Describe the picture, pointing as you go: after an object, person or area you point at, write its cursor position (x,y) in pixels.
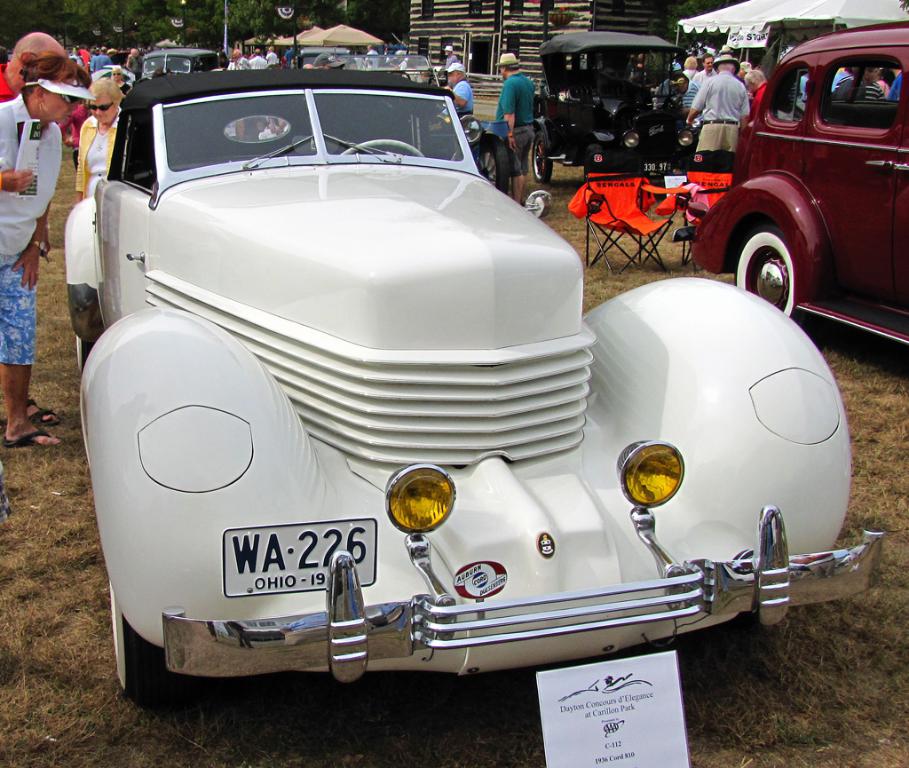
There are vehicles (292,497) on the ground (327,723). Here we can see few persons (6,243), chairs (616,206), boards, pole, tents (845,12), house (441,25), and trees (383,29).
